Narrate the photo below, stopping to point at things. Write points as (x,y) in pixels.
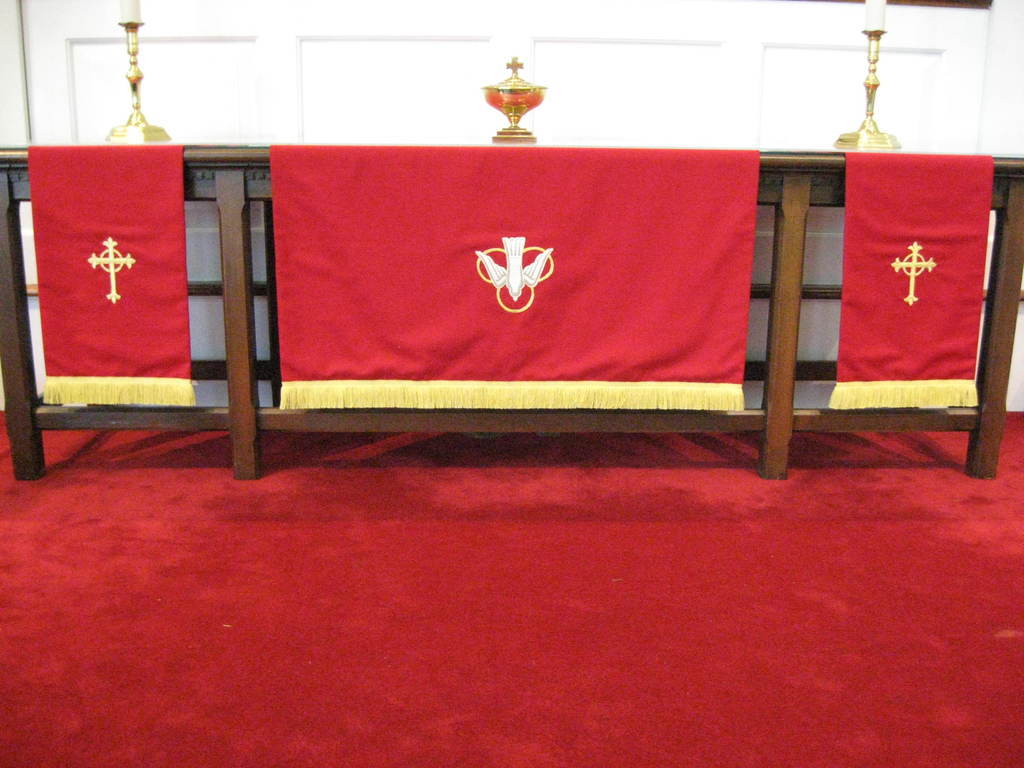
In this image there is a table (187,190) on which there are candle stands (136,71) on either side of the table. In the middle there is a bowl (521,84) on which there is a cross symbol (517,65). There are three clothes (600,265) on the table (804,183). At the bottom (376,627) there is red carpet (383,557). In the background (355,79) there is a wall (347,73).
